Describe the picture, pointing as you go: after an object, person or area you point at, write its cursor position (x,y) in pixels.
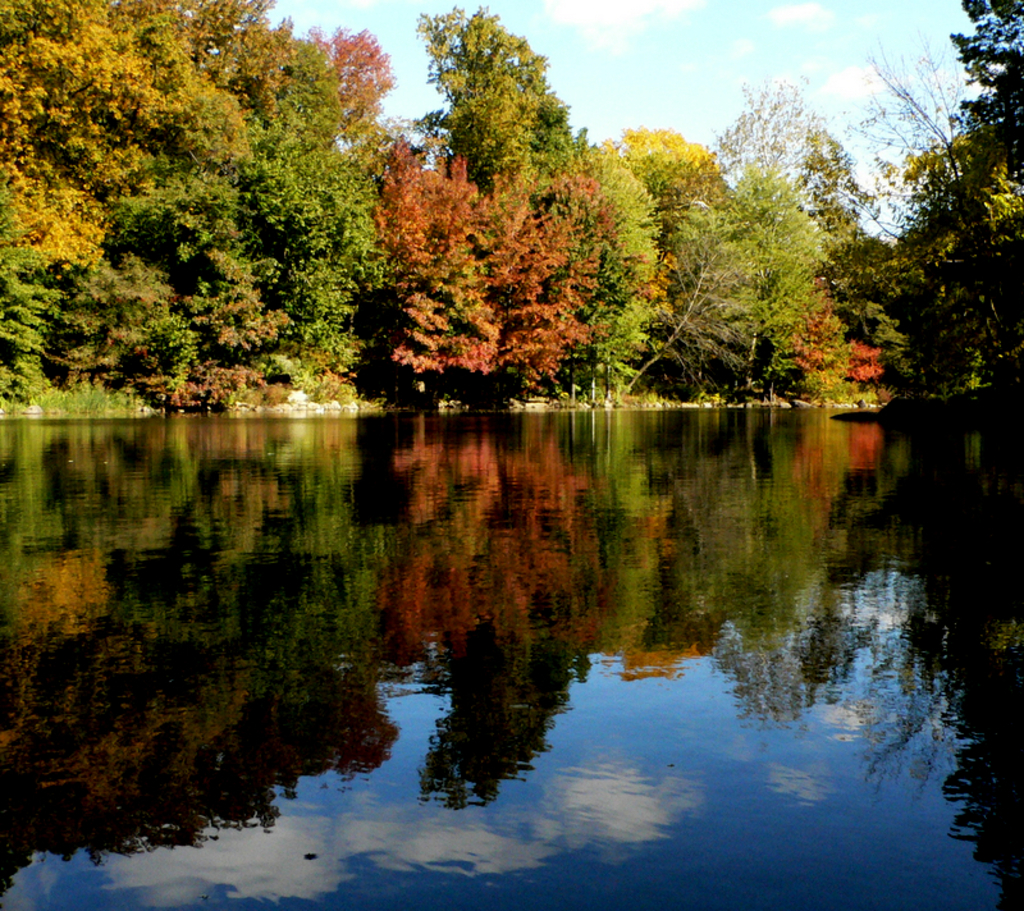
This picture shows few trees (410,260) and a blue cloudy sky (868,70) and we see water (313,515).
